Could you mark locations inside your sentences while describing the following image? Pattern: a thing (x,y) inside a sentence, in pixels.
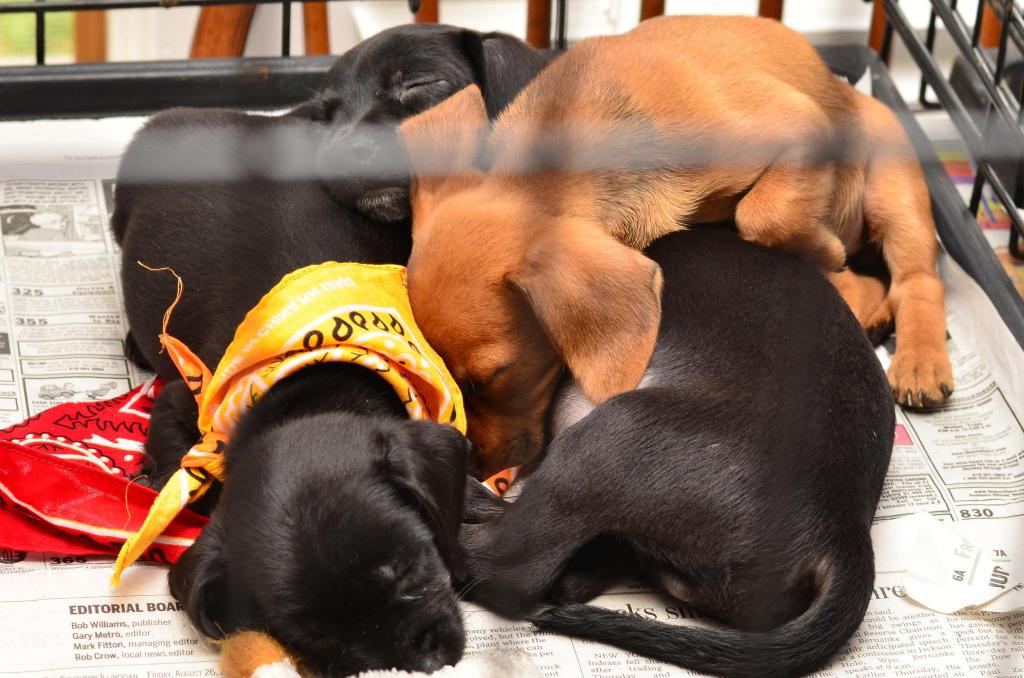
In the middle of this image (361,270), there are one brown color dog (534,86) and two black color dogs (732,226) on a surface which is covered with newspaper (953,444). These three dogs (398,499) in a cage (1002,48). In the background (957,55), there are other objects (903,82).
